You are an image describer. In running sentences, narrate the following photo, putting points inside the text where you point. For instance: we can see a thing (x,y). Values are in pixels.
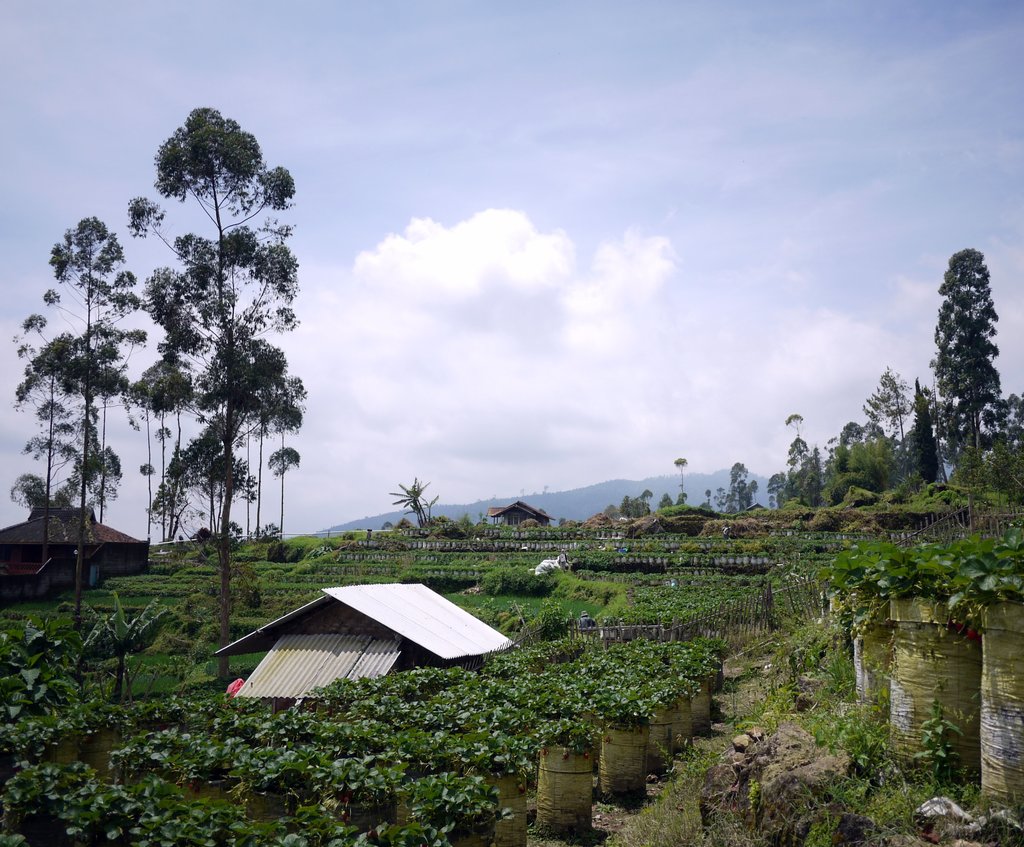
This picture is clicked outside. In the center (665,563) we can see the plants (584,669) and many other objects (928,625) and we can see the huts (69,558) and trees (985,373). In the background (472,330) we can see the sky (501,491), hills (530,501) and some other objects (707,512).
